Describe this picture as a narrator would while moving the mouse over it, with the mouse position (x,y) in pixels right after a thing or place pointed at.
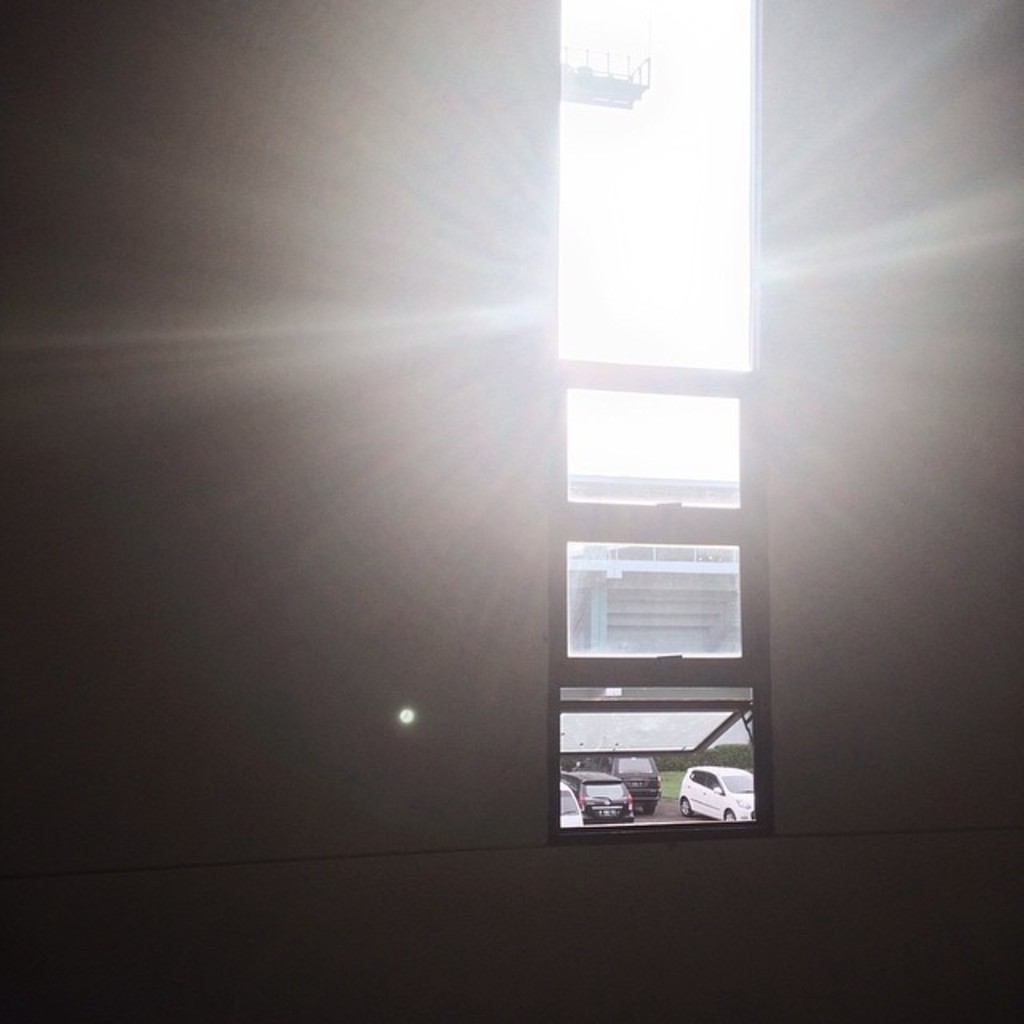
In this image we can see a wall (363,681) and a window (621,832). We can also see some cars (655,777) parked aside, some plants (662,766), a building (684,587) and a metal frame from a window (662,558).
